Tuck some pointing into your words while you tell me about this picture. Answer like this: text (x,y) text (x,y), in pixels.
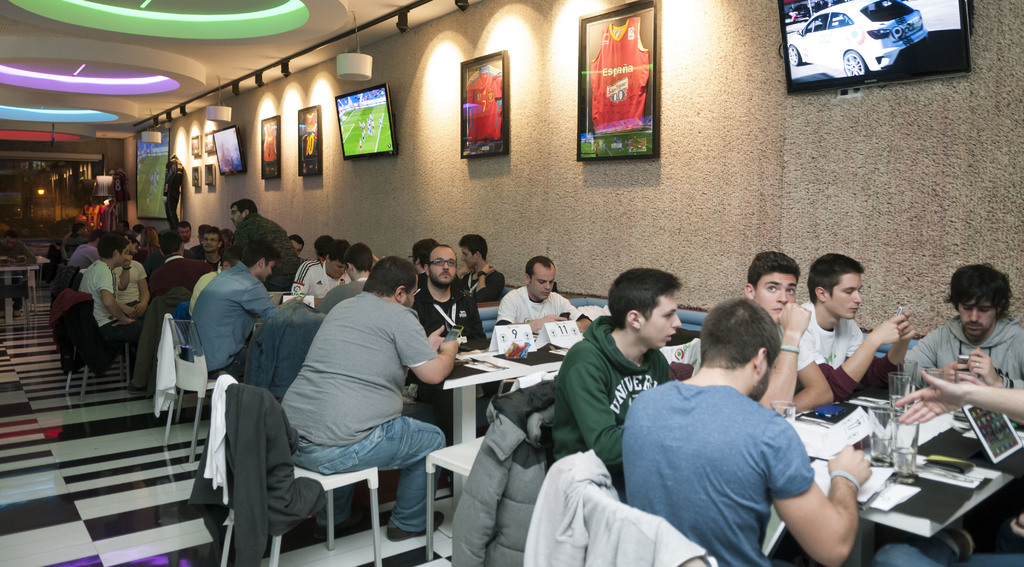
In the image few people (94,247) are sitting on a chair (201,368) and there are some tables (906,517). Behind them there is a wall (487,158) on the wall (487,158) there are some frames (485,81). Top left side of the image (160,80) there is a roof (197,83).
